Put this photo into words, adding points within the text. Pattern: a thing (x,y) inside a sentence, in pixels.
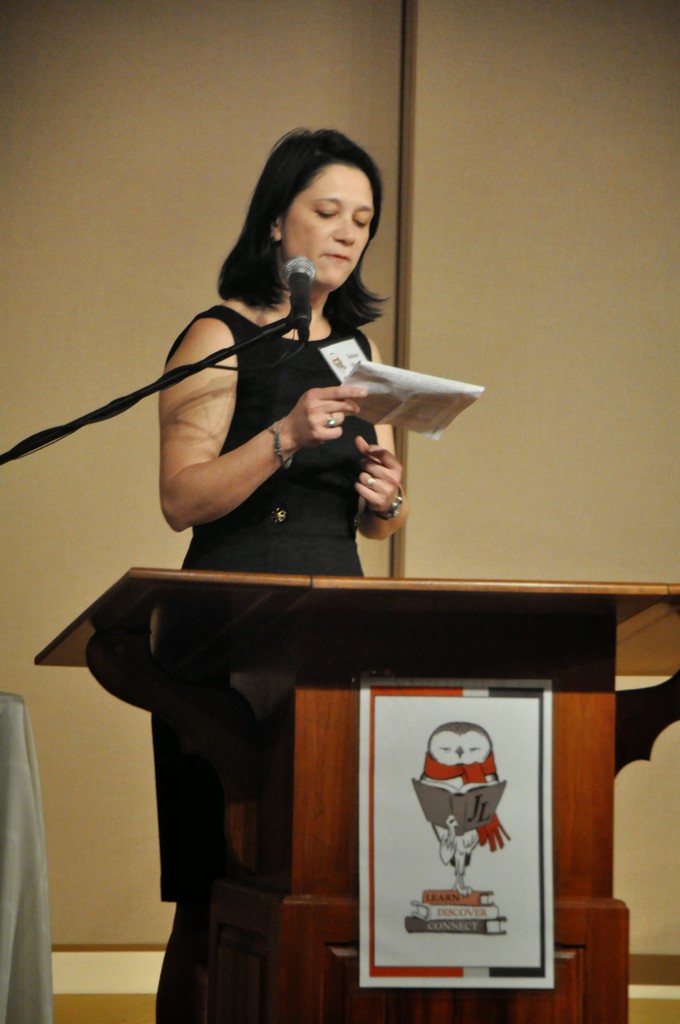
In the middle of the picture (286,449) we can see podium (301,584), mic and a woman (325,287). The woman (307,352) is holding papers (366,373). In the background (112,131) there is wall (553,389). On the left (40,872) we can see a cloth (34,767).
